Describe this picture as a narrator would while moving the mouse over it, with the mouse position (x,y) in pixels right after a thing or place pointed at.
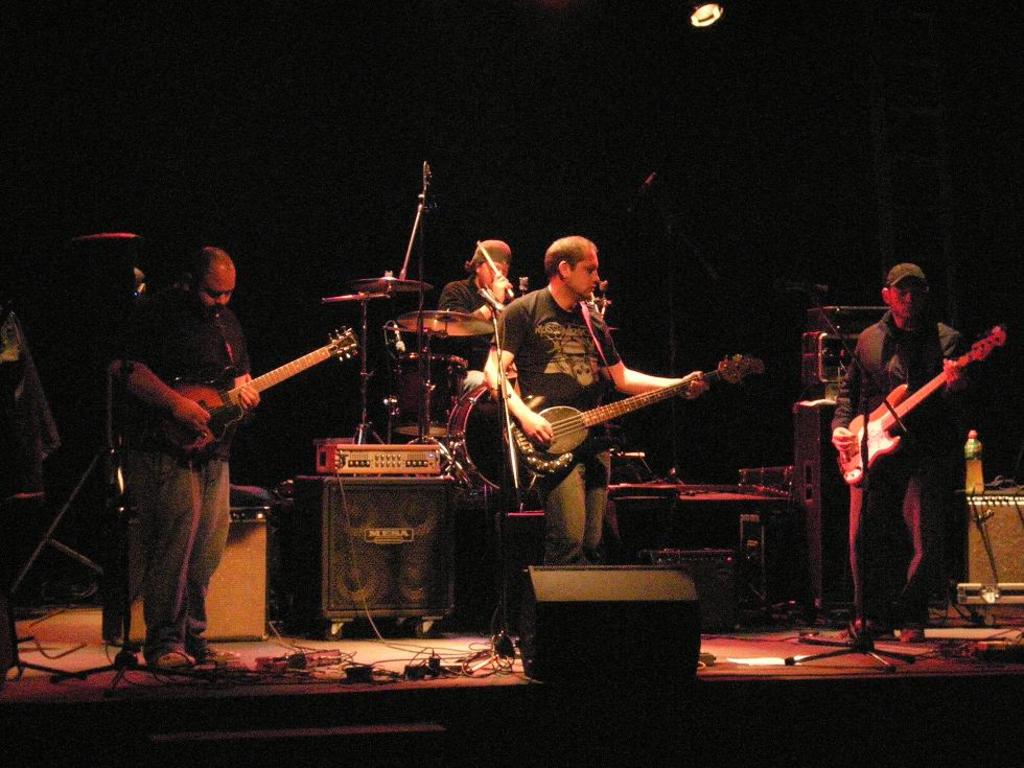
In this image i can see few persons (539,416) standing on the stage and holding guitars (887,409) in their hands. In the background (406,587) i can see few speakers (389,583), a musical system (427,461), few musical instruments (501,435) and a person (484,285) holding sticks (496,270) and a light (710,4).
